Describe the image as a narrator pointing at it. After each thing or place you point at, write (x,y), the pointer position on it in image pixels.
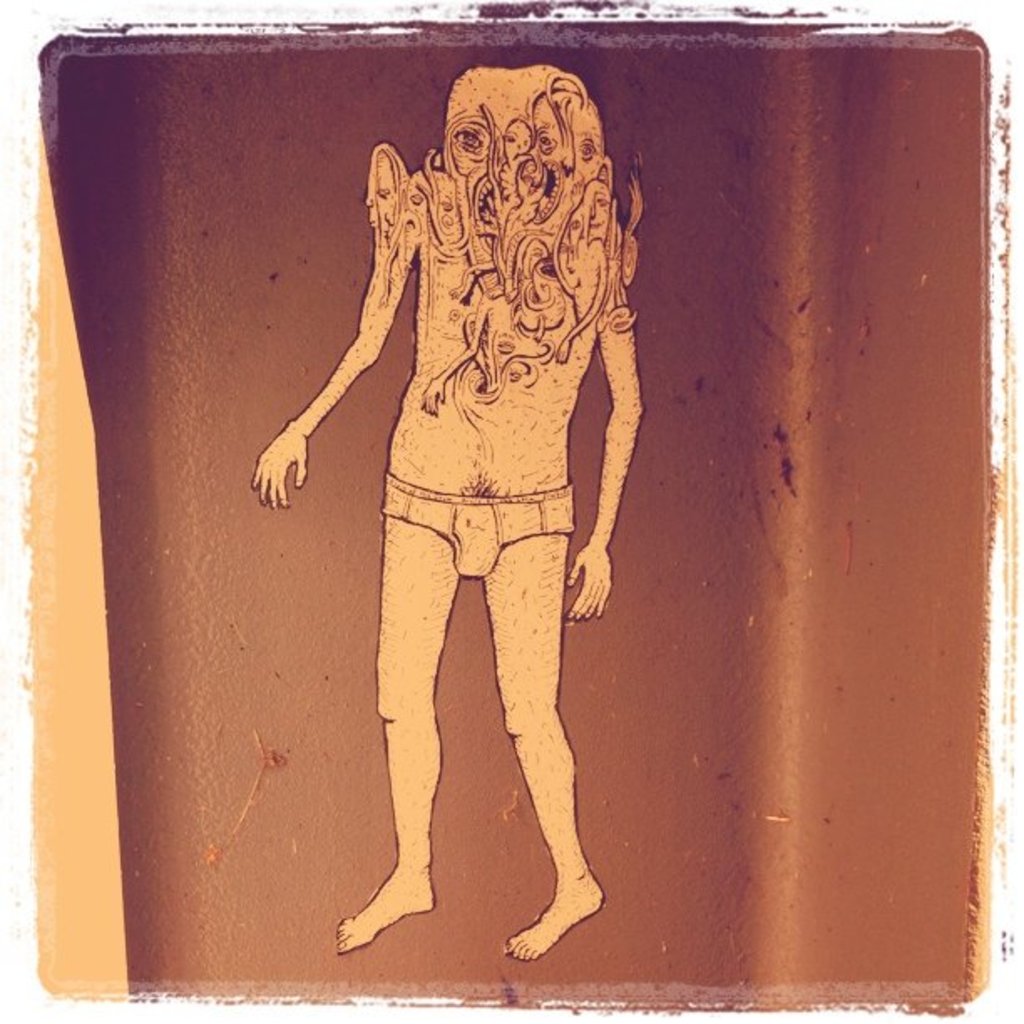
In this image there is a painting (540,689). In the painting (548,683) it seems like an alien (447,458).
